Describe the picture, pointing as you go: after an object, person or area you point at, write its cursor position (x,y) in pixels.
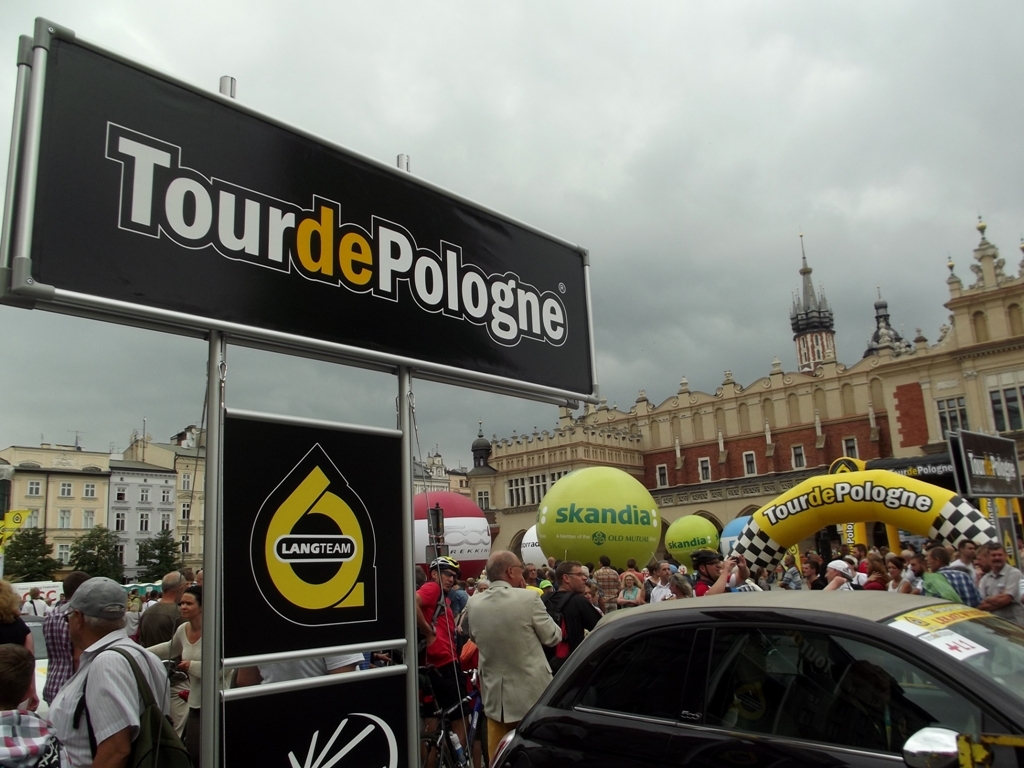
This image consists of many people (20,754). In the front (904,636), we can see a hoarding (386,526) and a car (753,641). In the middle (564,497), there are balloons (471,555). In the background (424,483), we can see the buildings (650,485). At the top (710,160), there are clouds (615,295) in the sky (658,46).
